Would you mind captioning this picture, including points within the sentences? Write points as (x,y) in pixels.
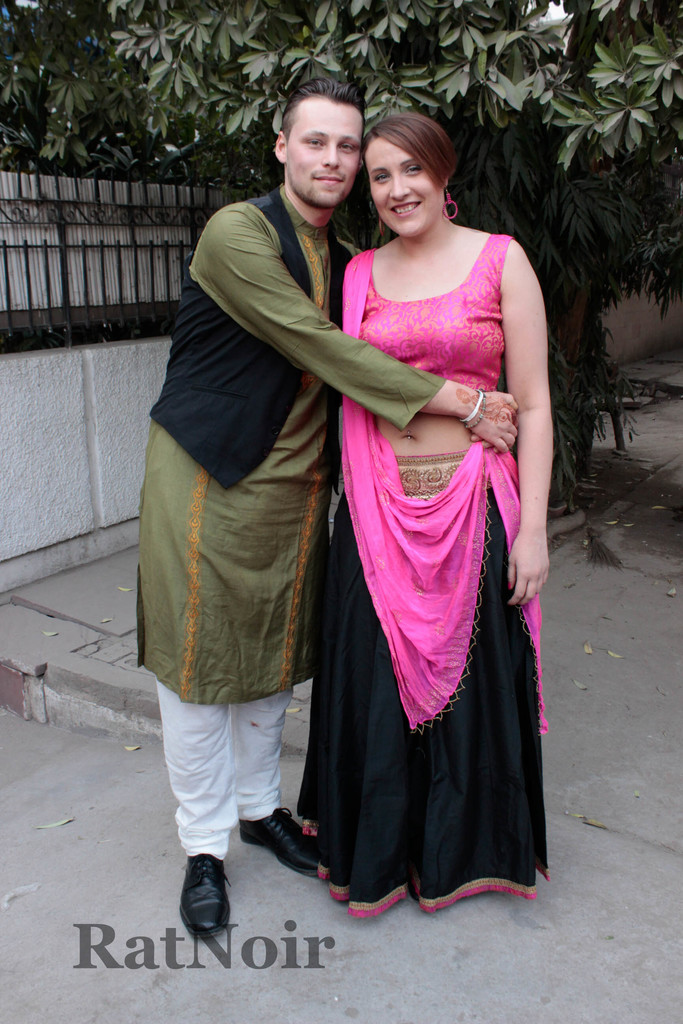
In this picture there are two persons (292,651) standing and smiling. At the back (646,25) there is a tree (552,60). On the left side of the image (11,571) there is a wall (4,579) and there is a railing (33,309) on the wall (15,372). At the bottom (240,934) there is a text (230,943).
